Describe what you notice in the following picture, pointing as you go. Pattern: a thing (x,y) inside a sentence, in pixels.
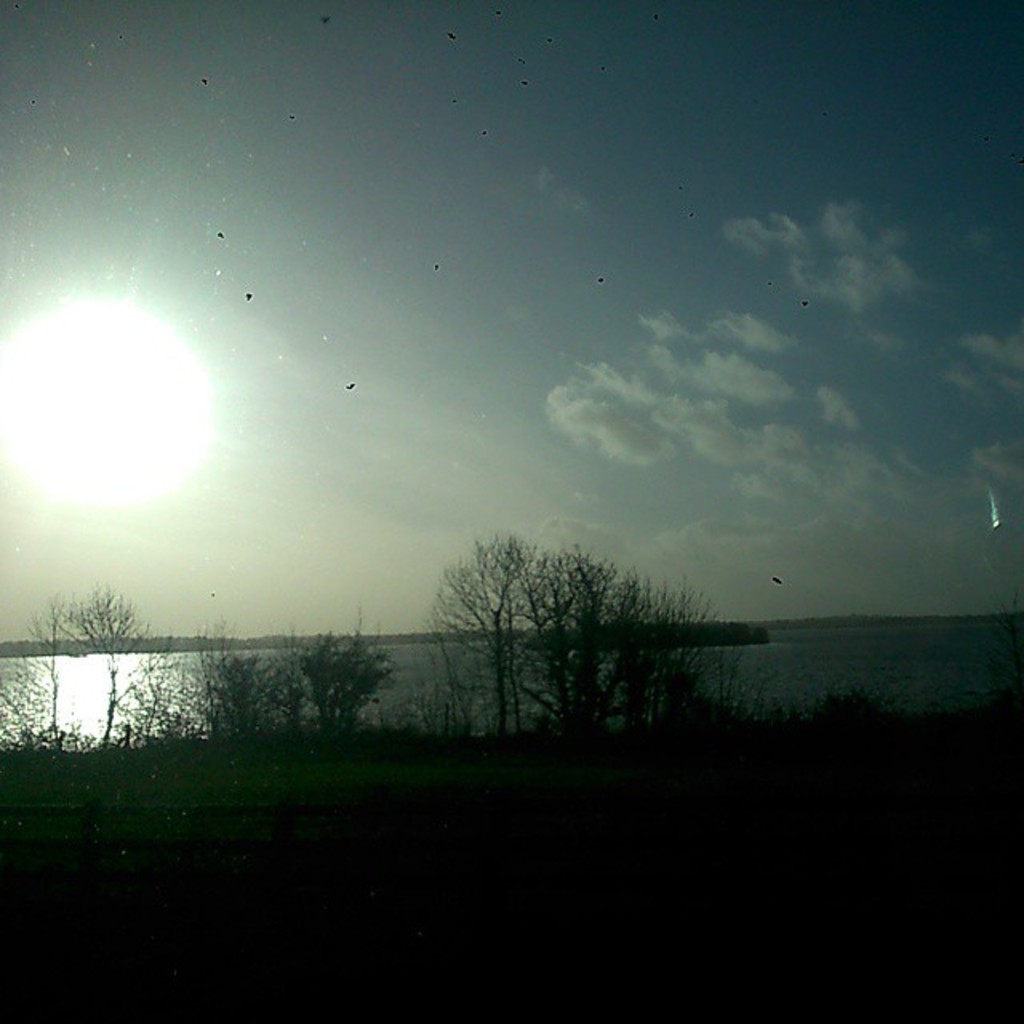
There is a sun (130,416) in the left corner (140,413) and there are trees (339,680) and water (488,681) under it.
